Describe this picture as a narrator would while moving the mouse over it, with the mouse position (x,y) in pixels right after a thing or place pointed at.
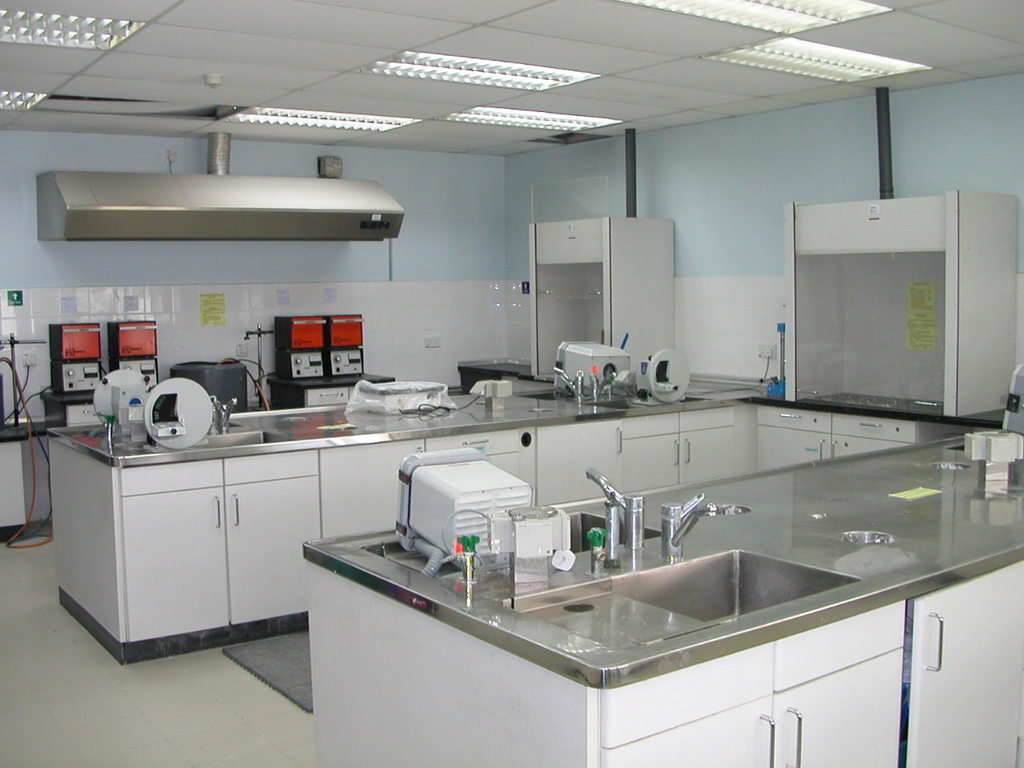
In this image there are cupboards (757,681), platforms (944,497), lights (337,114), carpet (262,671), machines (66,342), sinks (728,579), taps (709,510) and objects (550,535). Posters (67,297) are on the walls (409,301).
